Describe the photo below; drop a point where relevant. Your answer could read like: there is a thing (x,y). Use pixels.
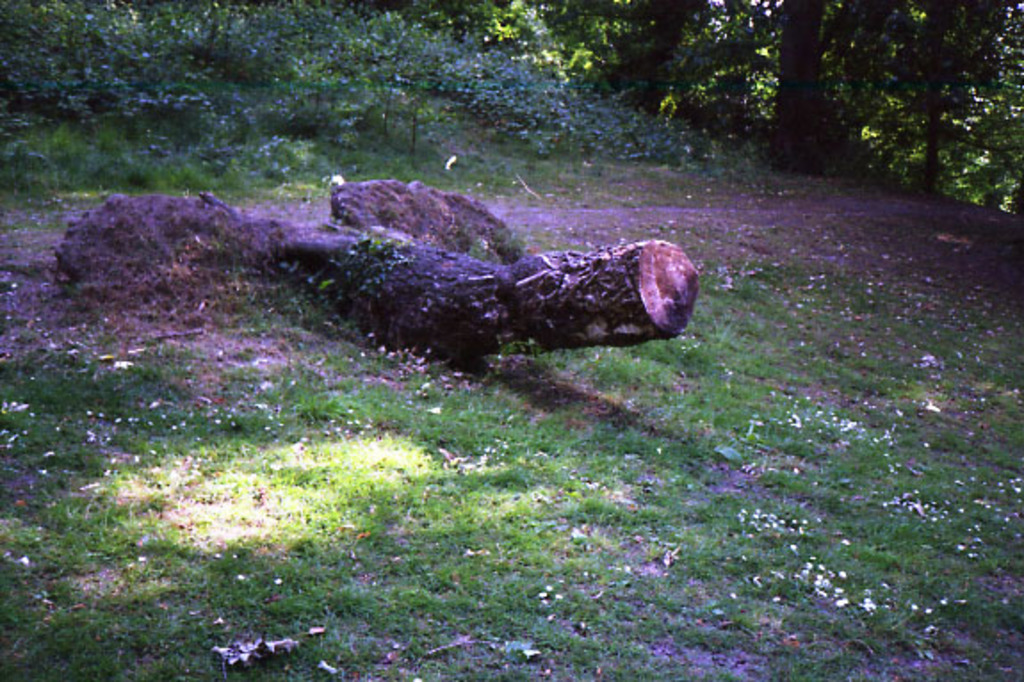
In the center of the picture (518,298) there are wooden trunk (571,320), grass (584,421) and flowers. In the background (423,56) there are plants (504,56) and trees (826,56).
